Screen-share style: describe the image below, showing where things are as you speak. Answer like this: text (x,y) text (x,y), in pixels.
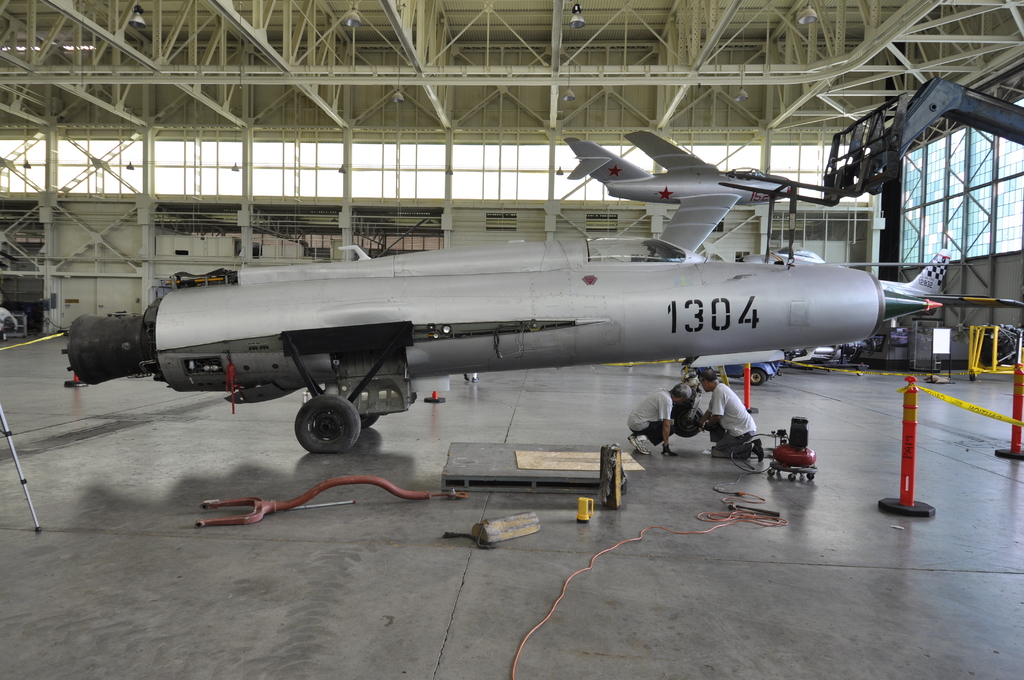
In this picture we can see an aircraft (664,338). There are two people (671,402) and a few objects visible on the ground (702,434). There are some rods (912,396) and a yellow tape (1019,423) on these rods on the right side (984,410). We can see a stand (37,527) on the left side (27,487). There are a few things (17,323) visible in the background (702,95). We can see some lights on top.
